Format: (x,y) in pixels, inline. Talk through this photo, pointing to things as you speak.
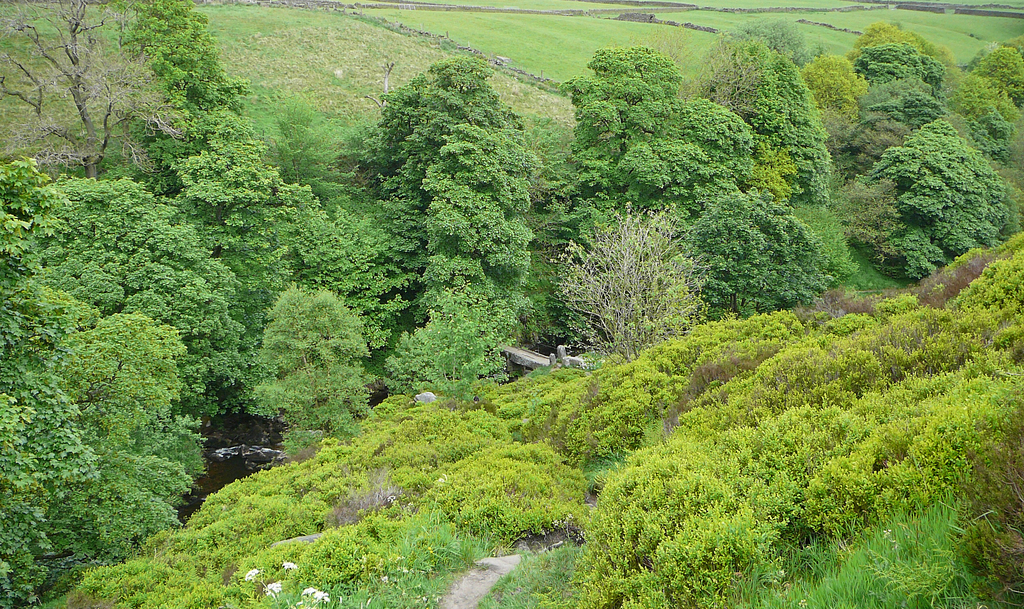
In this image I can see trees (441,388). In the background (382,40) I can see the grass (529,35) and plants (610,509) over here.
